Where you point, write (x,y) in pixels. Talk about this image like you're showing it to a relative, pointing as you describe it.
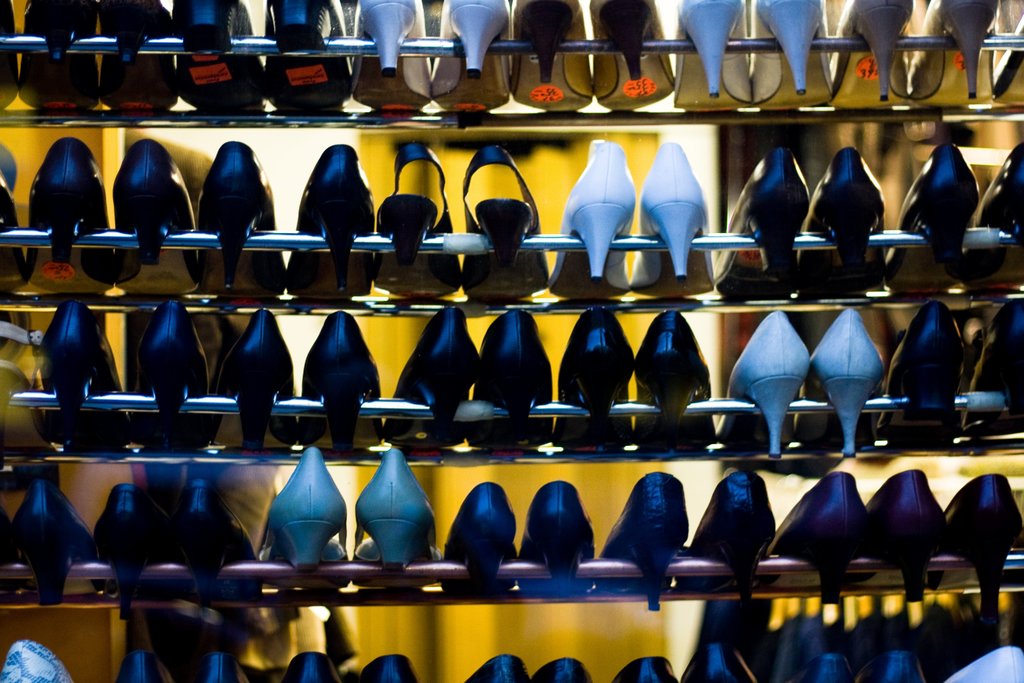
In this image I can see few shoes (462,318) on the racks (195,402).
